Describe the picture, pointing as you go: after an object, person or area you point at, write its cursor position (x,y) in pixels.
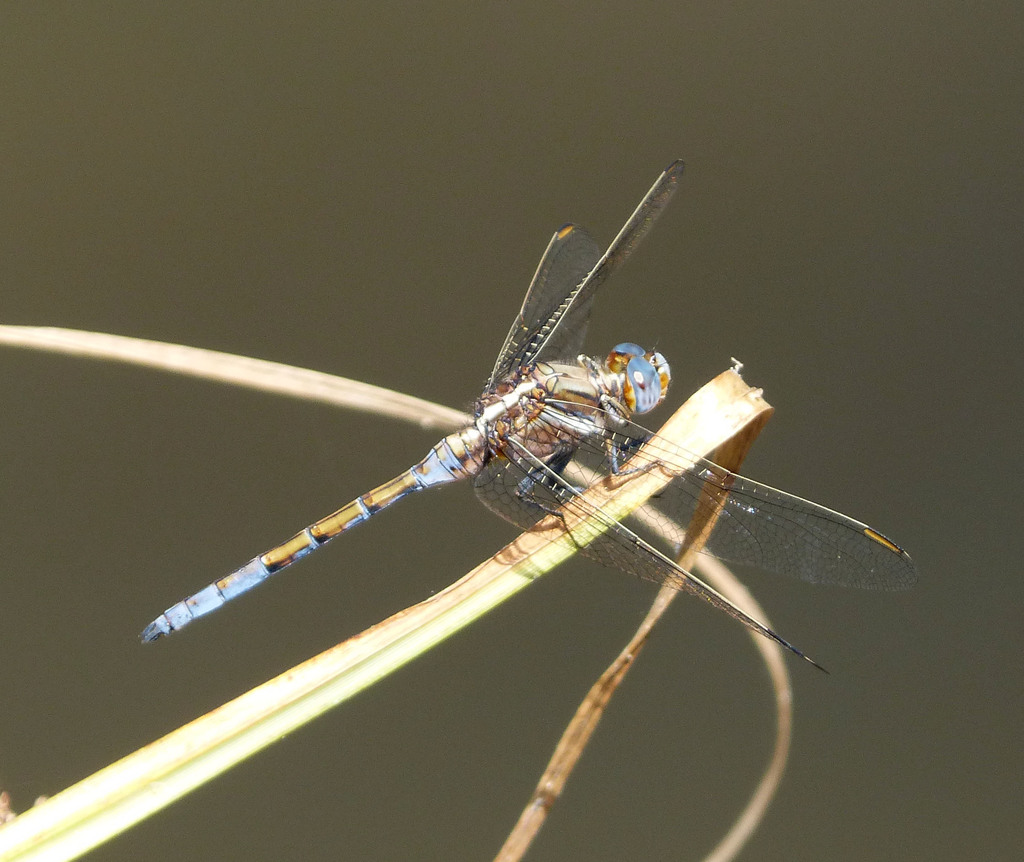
In the center of the image (507,427) there is a dragonfly (555,443) on grass (404,655).
